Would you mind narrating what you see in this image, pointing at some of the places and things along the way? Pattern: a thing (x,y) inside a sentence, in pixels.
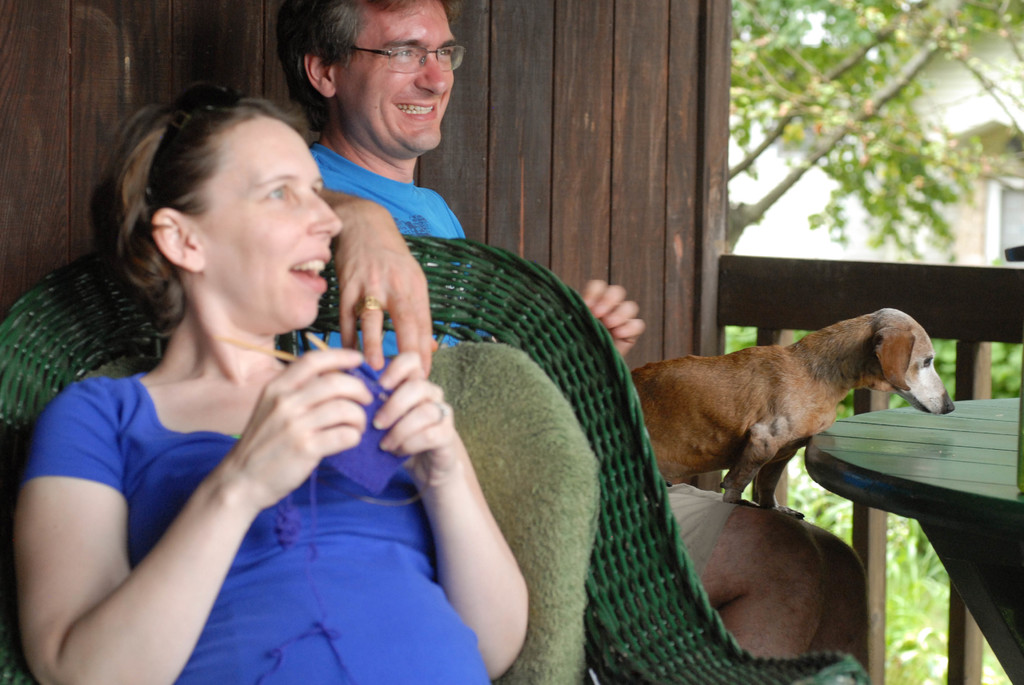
In this image, two peoples (399,343) are smiling. They are sat on the chair (630,575). Here there is a pillow (551,486). On the right side (778,420), there is a dog (815,401) is on the man's lap (720,508). There is a green color table (926,493). At background (601,136), there is a wooden wall (623,174) and trees (866,172), fencing (928,315) and white color house (800,236).
